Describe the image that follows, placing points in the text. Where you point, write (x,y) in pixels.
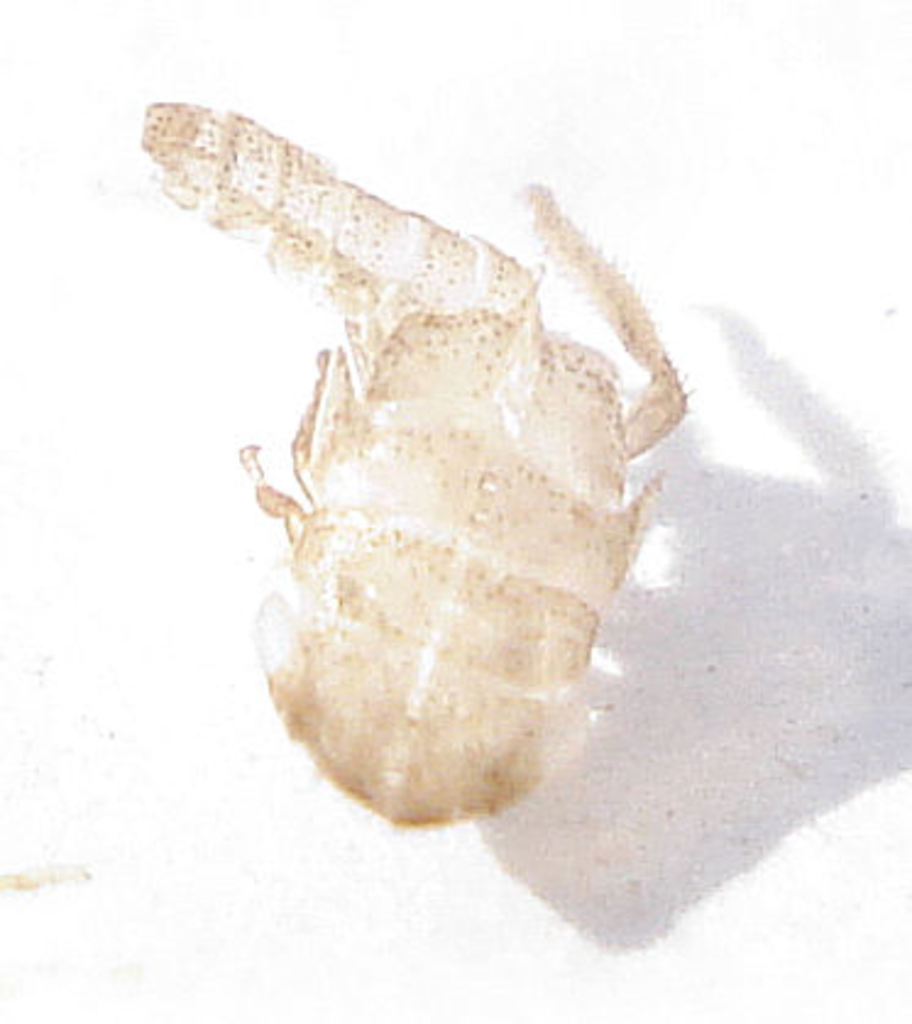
As we can see in the image there is an insect (404,417).
